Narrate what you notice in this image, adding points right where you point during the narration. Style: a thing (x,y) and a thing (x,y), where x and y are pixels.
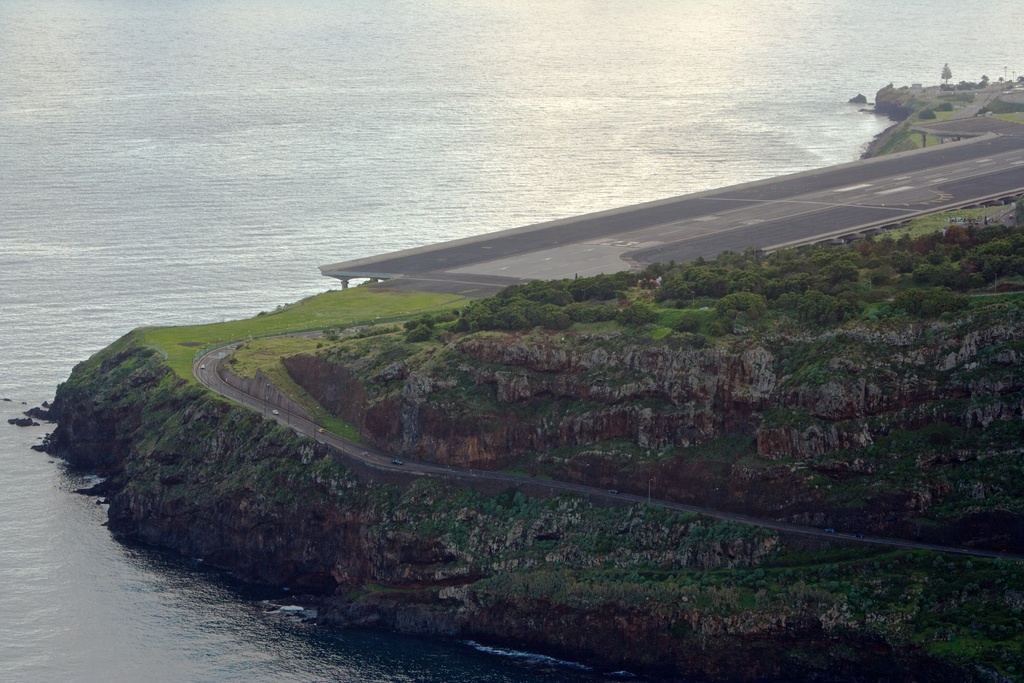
In this picture there is water (313,109) at the top side of the image (447,158) and there is greenery (470,384) on the right side of the image (825,247).
